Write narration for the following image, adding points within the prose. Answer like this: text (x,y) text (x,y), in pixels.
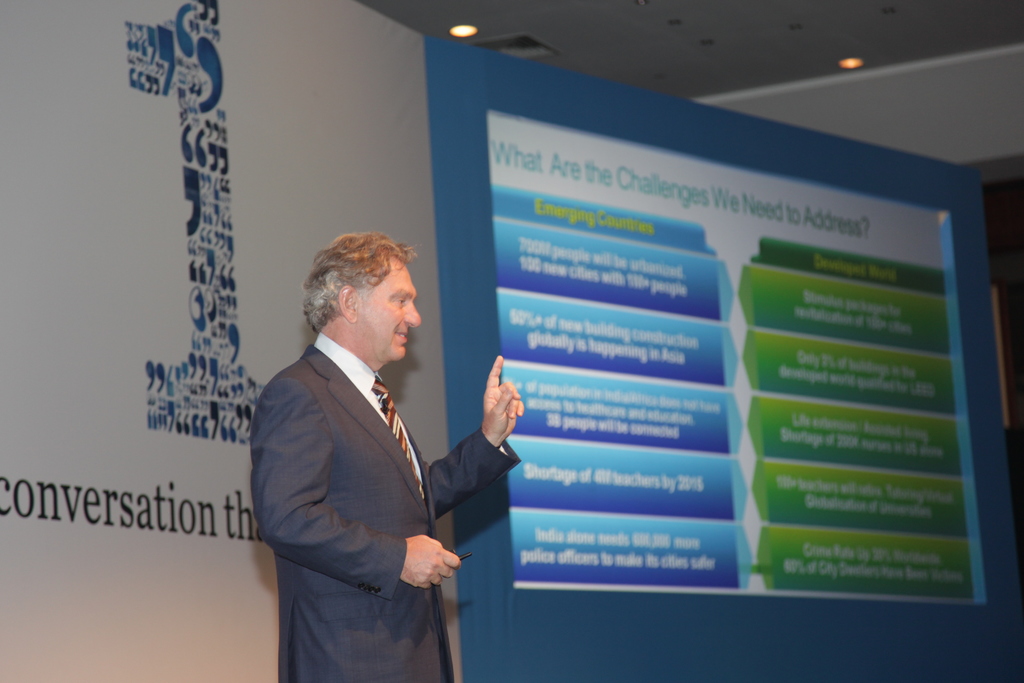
In this picture there is a man (414,448) who is wearing suit (350,475) and he is standing near to the advertisement board (222,489). On the right (955,285) we can see projector screen (817,553) on the wall (993,476). At the top (509,42) we can see lights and ducts (539,45).
